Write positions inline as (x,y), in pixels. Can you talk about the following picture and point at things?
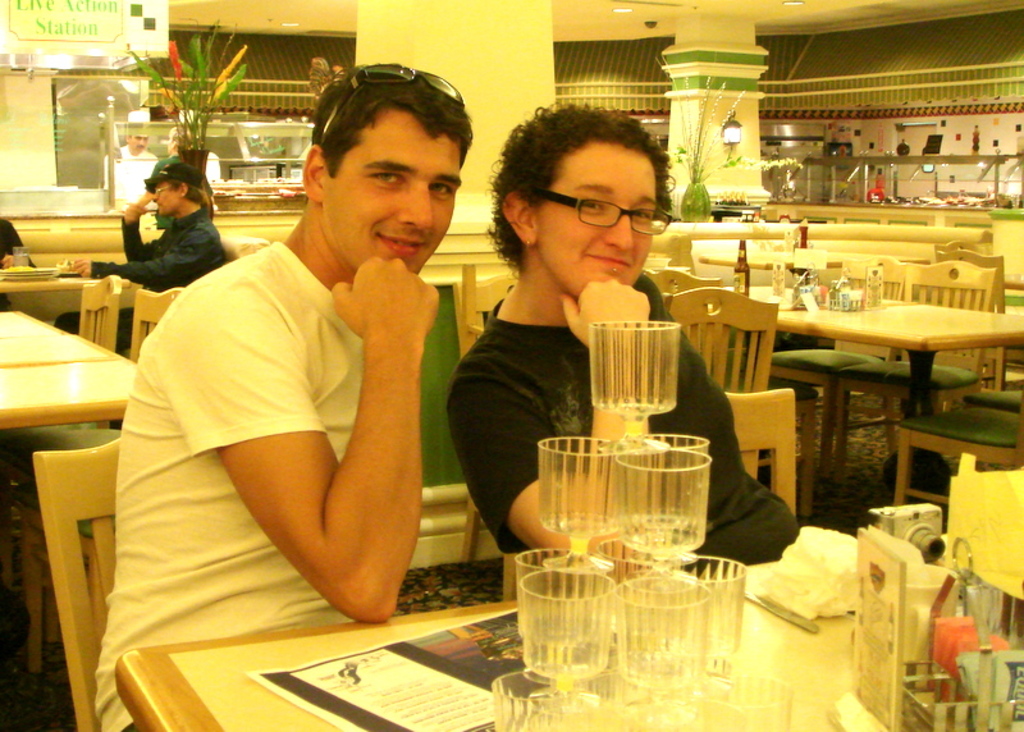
As we can see in the image there is yellow color wall (489,51), few people (454,115) sitting on chairs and there are tables (857,316). On tables (845,329) there are glasses (644,335), bottles (739,259), boxes (878,646) and plates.
